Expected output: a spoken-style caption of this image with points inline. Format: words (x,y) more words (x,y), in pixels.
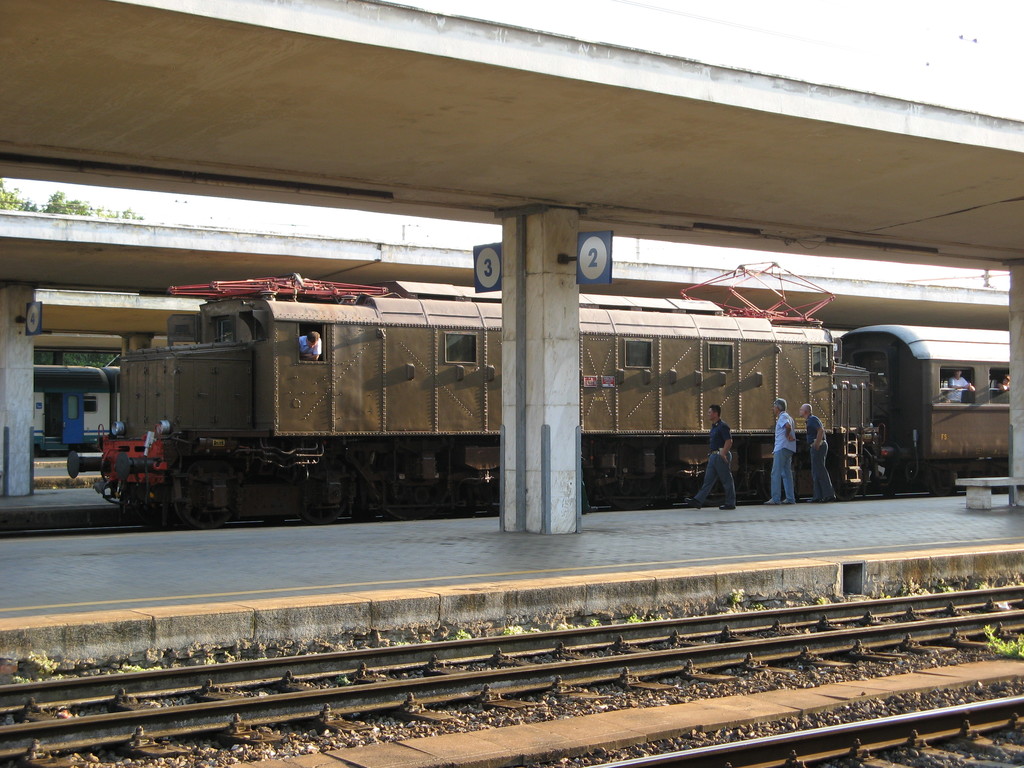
The image is taken in a railway station (377,600). In the foreground (509,643) there are railway tracks (823,763), stones (613,707) and platform (727,581). In the middle of the picture (594,421) we can see people (781,419), platform (773,508), pillar (525,359), trains (193,381) and other objects (134,256). In the background (78,193) we can see tree (1,193) and sky (746,45).
